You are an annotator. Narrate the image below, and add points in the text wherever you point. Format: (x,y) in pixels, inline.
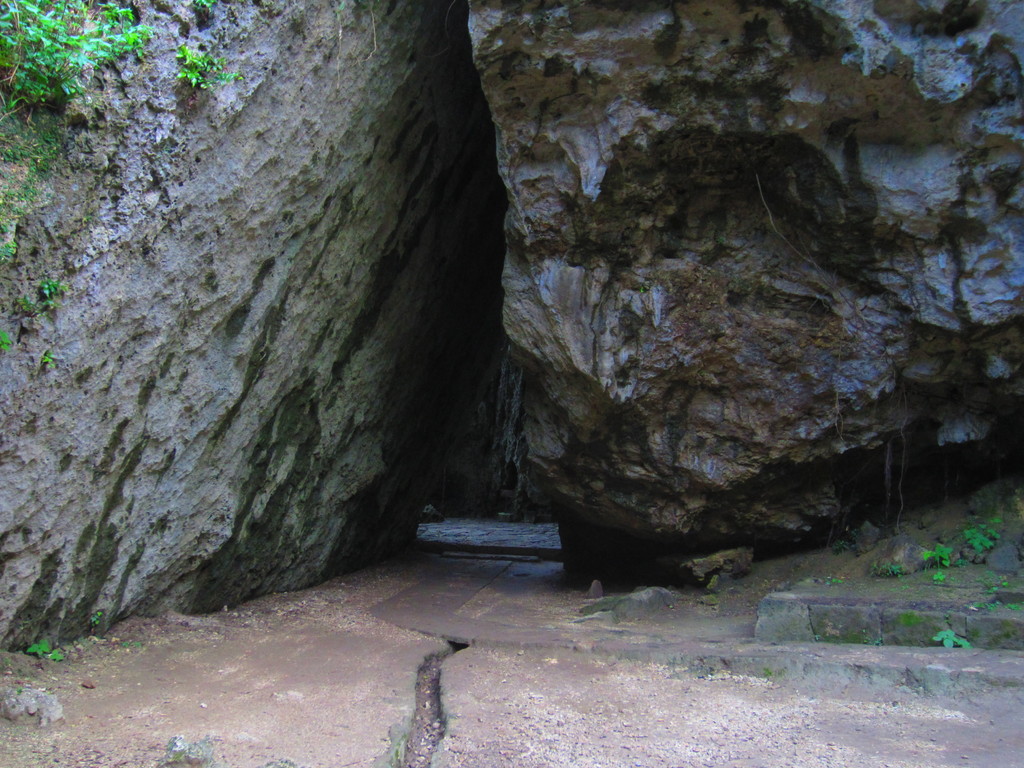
In this picture we can see few plants (71,49) and rocks (498,228).
